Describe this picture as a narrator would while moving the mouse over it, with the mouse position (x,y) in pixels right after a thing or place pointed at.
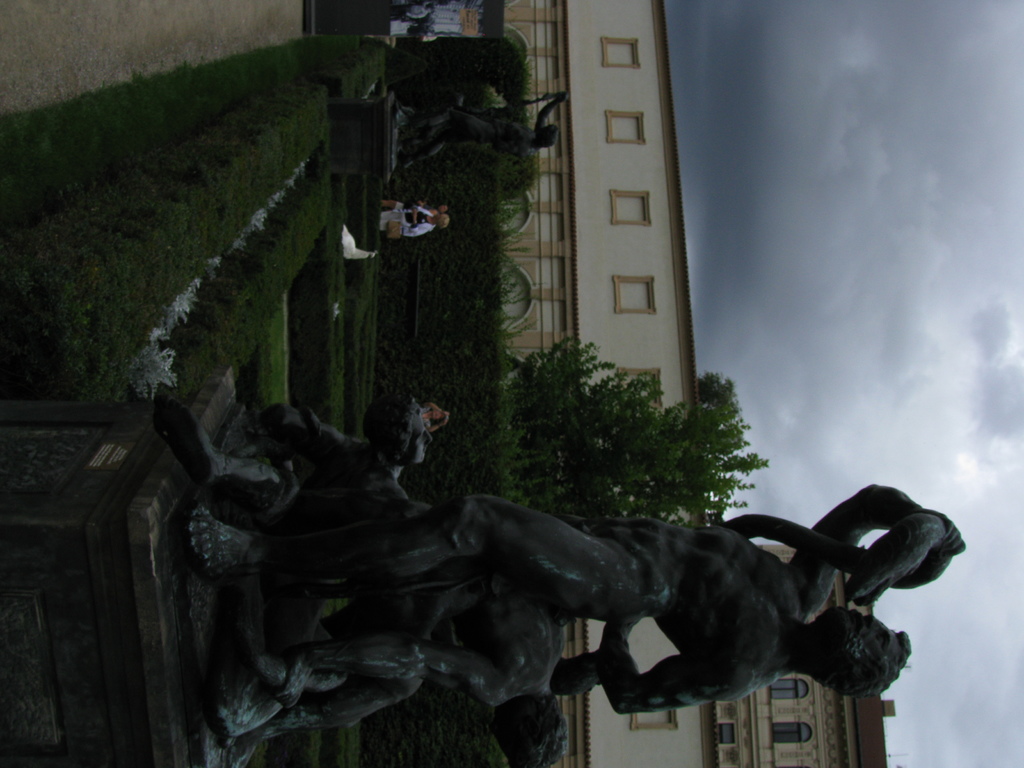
In the image in the center (480,466) we can see statues (479,589), trees (546,408), plants (247,356) and few people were standing. In the background (825,274) we can see the sky (802,209), clouds (866,387) and building (666,244).
